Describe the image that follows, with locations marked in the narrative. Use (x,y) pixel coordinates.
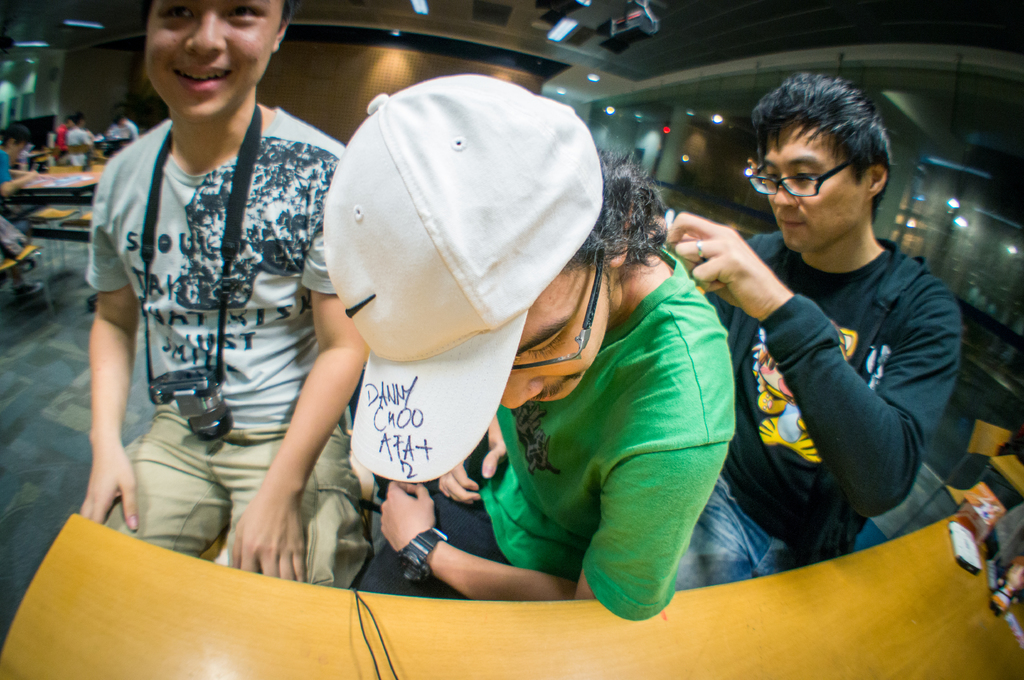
In this image we can see a few people (262,381) sitting on the chairs (43,214), in front of them, we can see tables (158,619), on the tables (60,238) there are papers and some other objects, at the top of the roof (573,55) we can see some lights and in the background (450,54) it looks like the wall (416,56).
